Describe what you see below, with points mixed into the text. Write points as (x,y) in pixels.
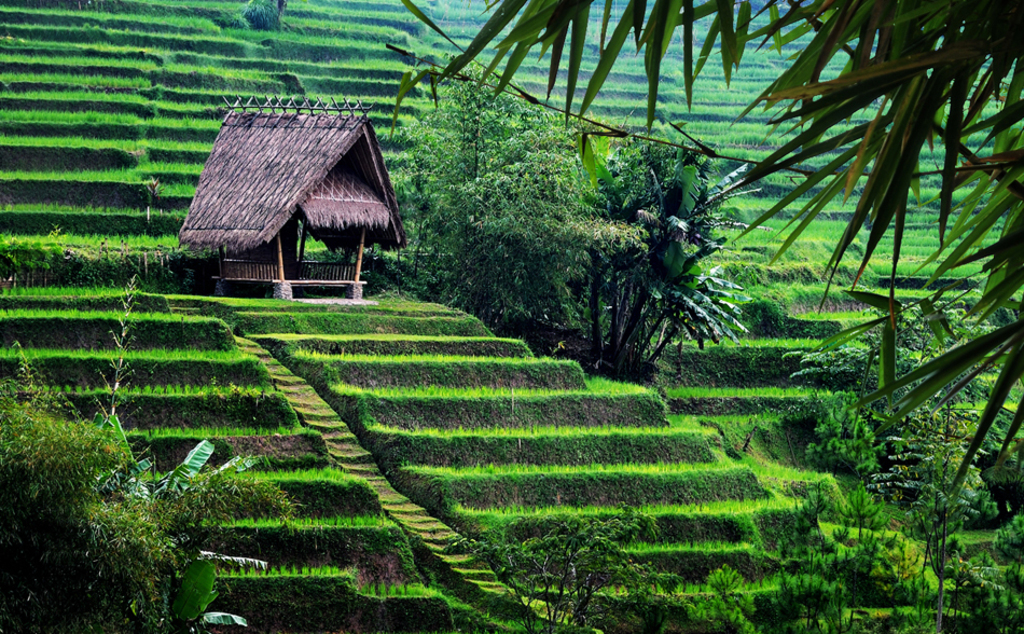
In the center of the image (353,229) there is a hut (281,226). At the bottom of the image (46,510) we can see trees (90,576) and plants (609,532). In the background (562,140) we can see trees (483,97) and plants (489,110).
